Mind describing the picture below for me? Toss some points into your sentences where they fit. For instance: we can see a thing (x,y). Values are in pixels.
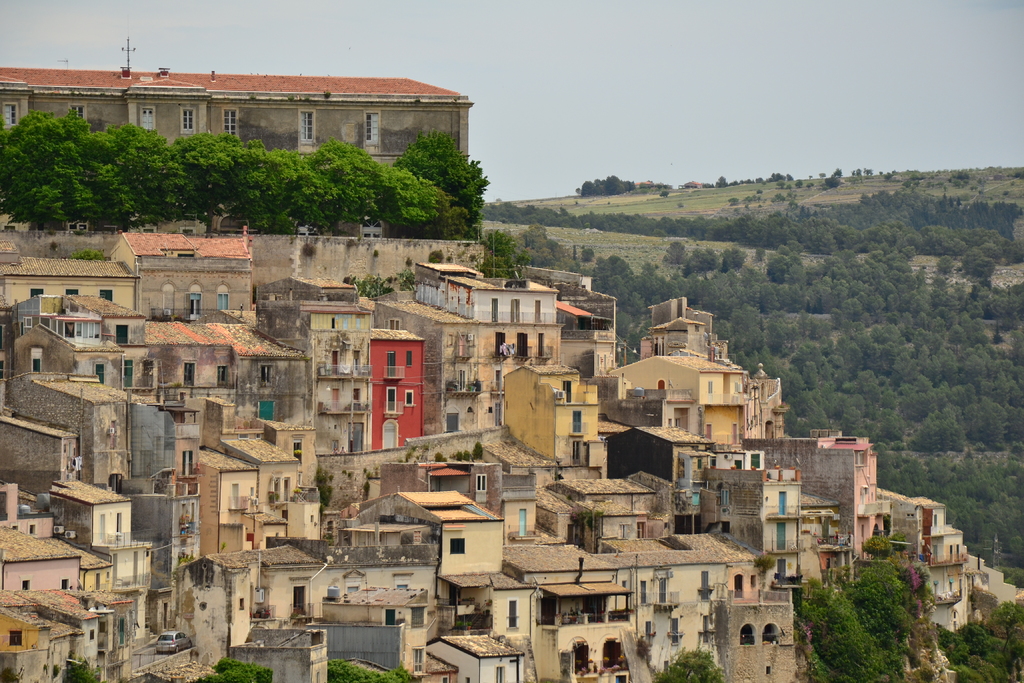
In the image on right side (955,215) we can see some trees (955,245) and plants (875,231). On left side (233,382) there are some buildings (463,506) and a car (167,639) in background (436,176) we can also see some trees (365,165) and a buildings (285,123), window (302,123) which is closed, on top (466,30) there is a sky (479,30) at bottom (480,520) there are buildings (495,541).
